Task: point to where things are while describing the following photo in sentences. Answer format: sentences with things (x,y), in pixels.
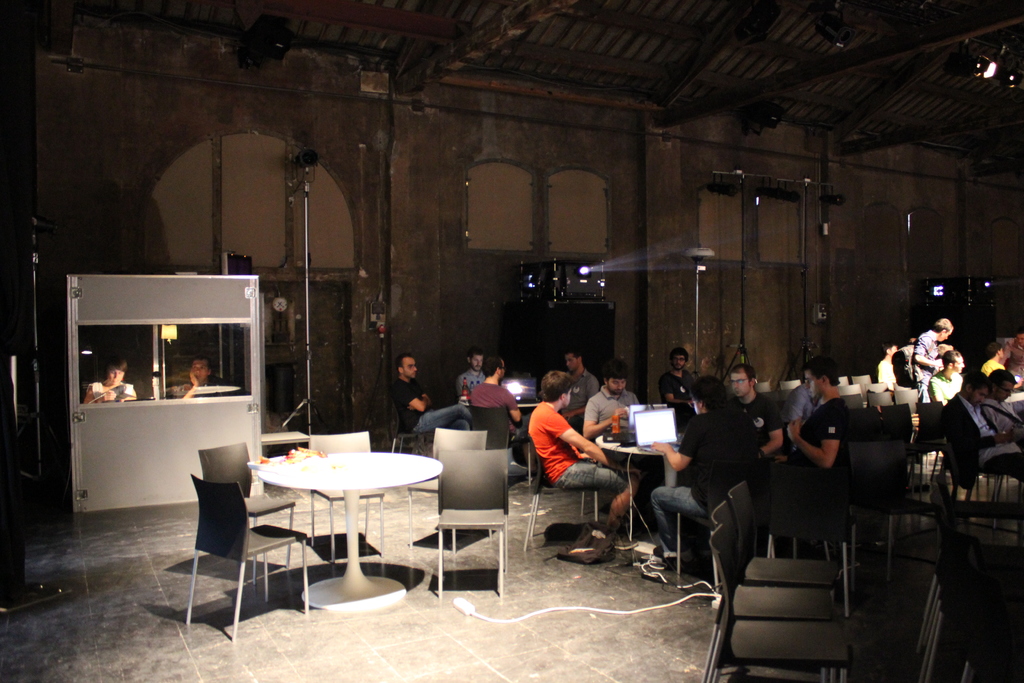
As we can see in the image there is a wall (369,203), projector (600,282) and few people (970,396) sitting on chairs (498,415) and there is a tables (350,490) over here. On tables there are laptops (629,425).
